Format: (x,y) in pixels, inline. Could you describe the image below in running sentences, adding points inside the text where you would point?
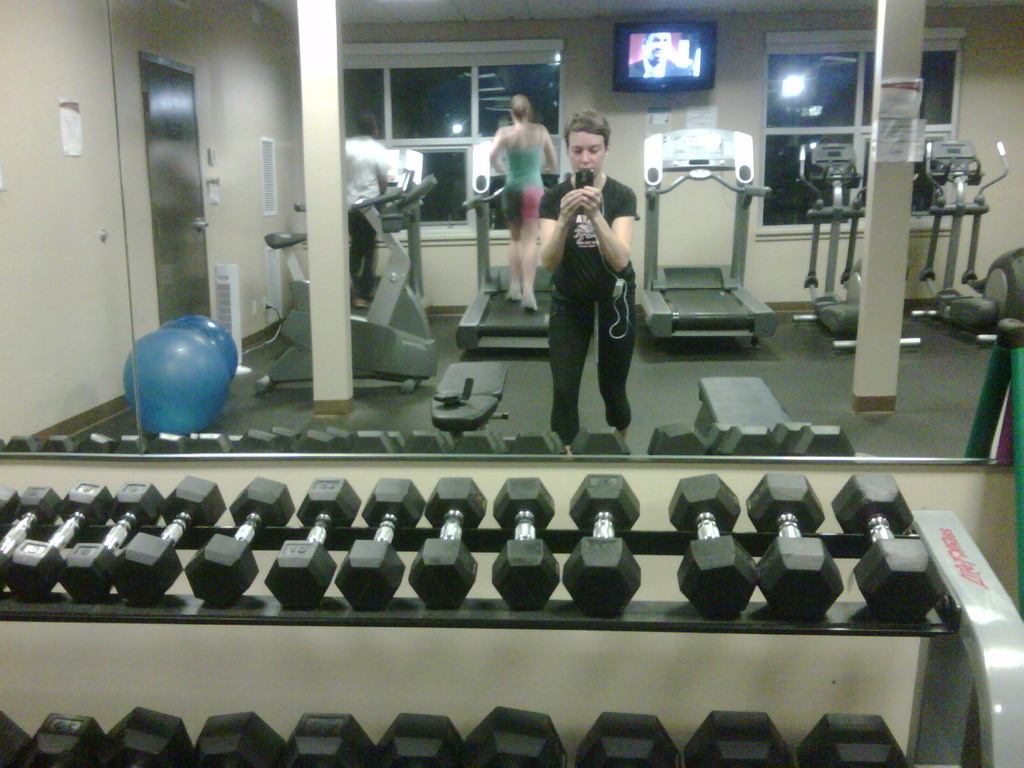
In this image, we can see a mirror (424,285). Through the mirror (471,365), few things (388,352) and people (542,218) are reflecting. Here there is a door (166,223), some posters (71,144). Here we can see few treadmills (477,316), few people (512,258) are there on the treadmill (500,307). In the middle of the image (571,340), a person (556,331) is holding a mobile (581,179). Background (462,120) we can see glass windows (787,119), walls (622,106), television (652,68). Here we can see pillars (344,378). At the bottom of the image (317,747), we can see dumbbells (734,746) are placed on the racks (981,706).
